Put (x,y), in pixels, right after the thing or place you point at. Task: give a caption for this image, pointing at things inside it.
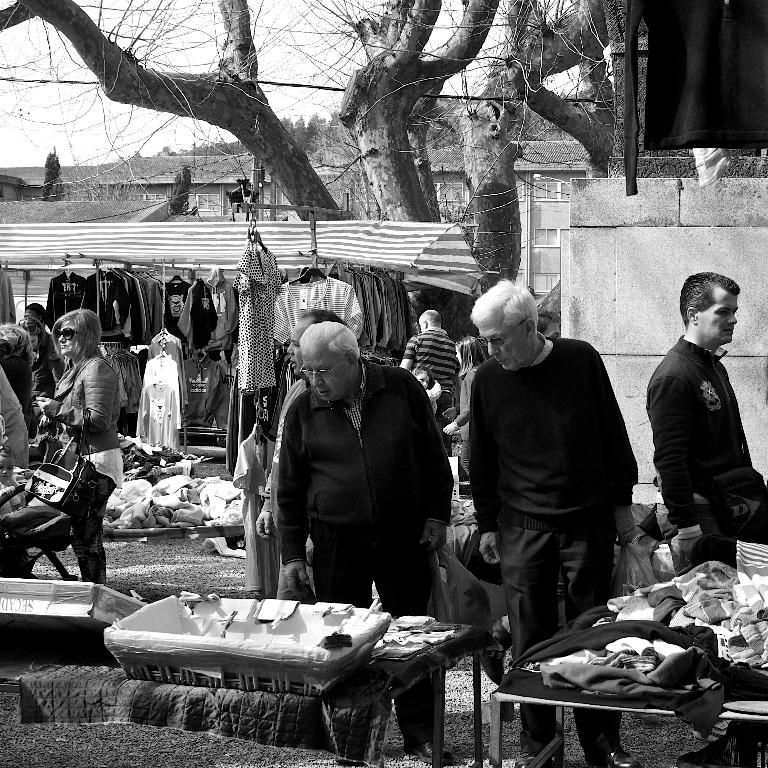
In this image I can see few people (512,468) are standing. In front of these people (318,547) there are some tables (447,658) on which few clothes (632,654) are placed. In the background (248,346) I can see few clothes (178,295) are hanging to the stick (173,267). On the top of the image (244,95) there is a tree (369,79). This is a black and white image.
